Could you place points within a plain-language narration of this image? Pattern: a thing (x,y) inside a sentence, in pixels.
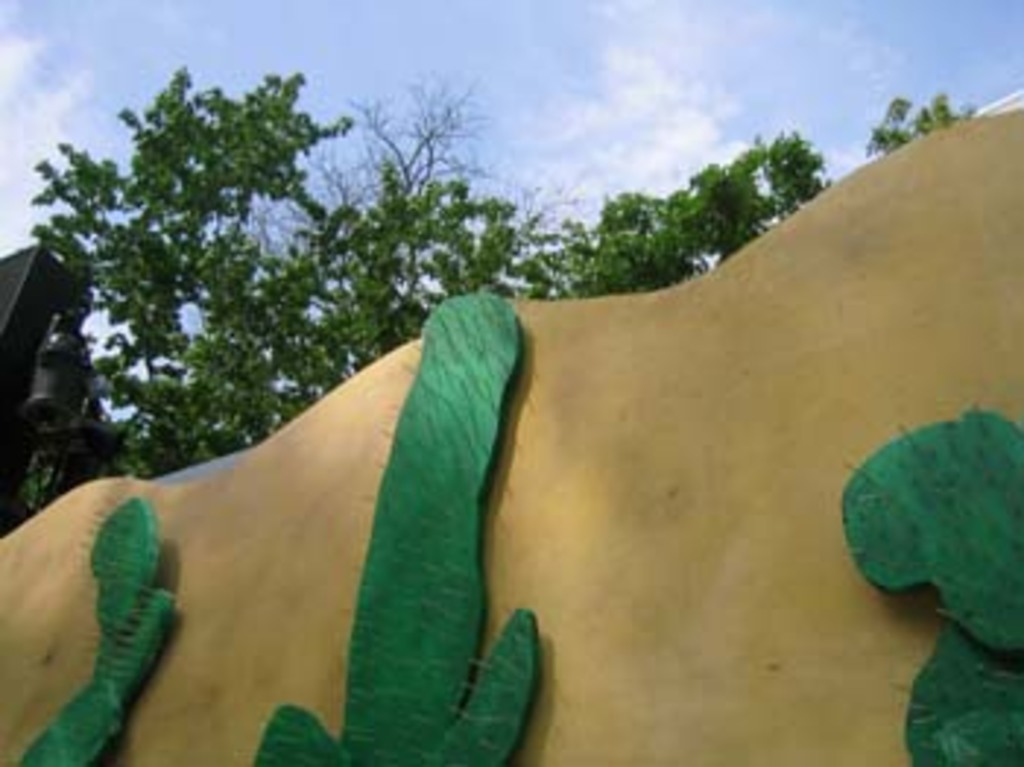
In this picture we can see wall (736,269), trees (719,217) and in the background (635,39) we can see the sky (486,43) with clouds (33,55).
